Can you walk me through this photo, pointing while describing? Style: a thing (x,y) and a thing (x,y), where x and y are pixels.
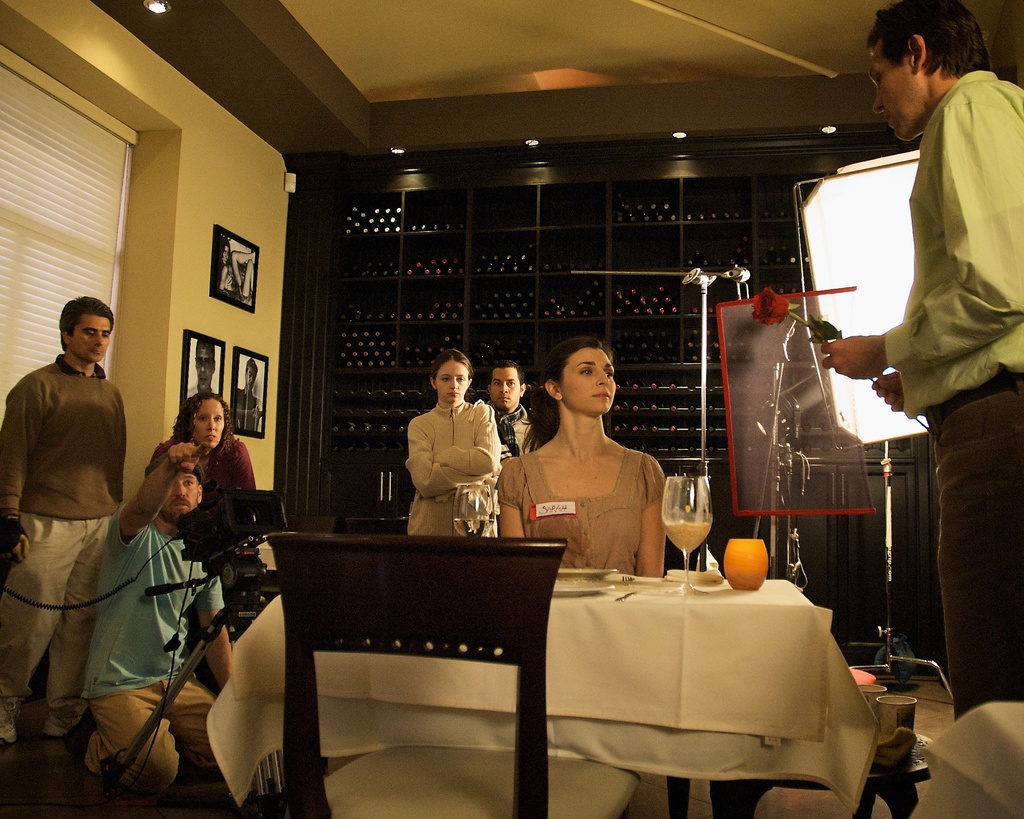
There is a man (961,299) with green shirt (982,133) standing on the right of the image (1007,451) and holding a rose flower (817,333) and in the middle of the image (585,475) there is a woman (607,491) sitting behind the table (635,629). The table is covered with white cloth (682,619) and plates (599,586) and glasses (686,516) on the table (664,625) and behind two persons (459,422) are standing and in the left of the image (127,450) there are three persons (109,530) and on the wall (128,430) there are three photo frames (198,358) and in the left (176,494) a person (130,585) with blue shirt (130,595) sitting behind the camera (200,541).
